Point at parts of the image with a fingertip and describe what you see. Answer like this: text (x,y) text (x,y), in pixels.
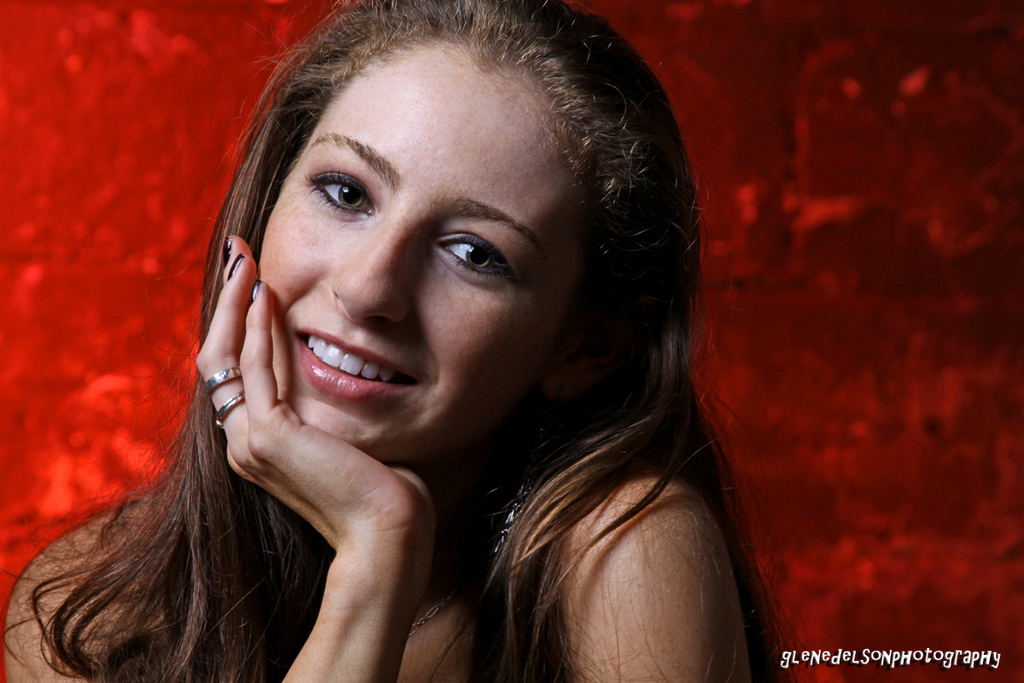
There is a woman (262,638) smiling. In the background (876,491) it is red. In the bottom right side of the image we can see text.
